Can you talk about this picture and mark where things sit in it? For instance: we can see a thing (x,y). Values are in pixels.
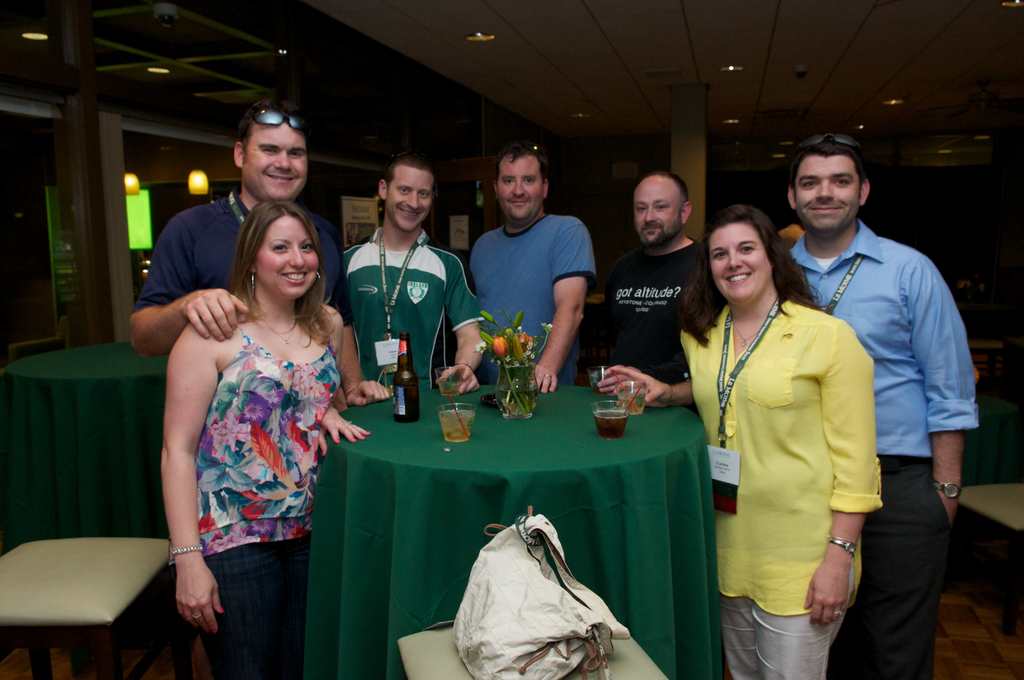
In this picture there are group of person (524,274) standing and having smile on their faces (279,273). In the center (576,442) there is a table (520,469) covered with the green colour cloth (454,522). On the table (494,420) there is a flower (520,354), glass (468,422), bottle (402,386) and, at the left side (83,569) there is empty chair (69,571). In the front (524,620) a white colour bag (533,631) is kept on the stool (626,654). In the background (693,150) there are pillars (693,136), lights (192,182) hanging, walls (104,186), table (97,375).
